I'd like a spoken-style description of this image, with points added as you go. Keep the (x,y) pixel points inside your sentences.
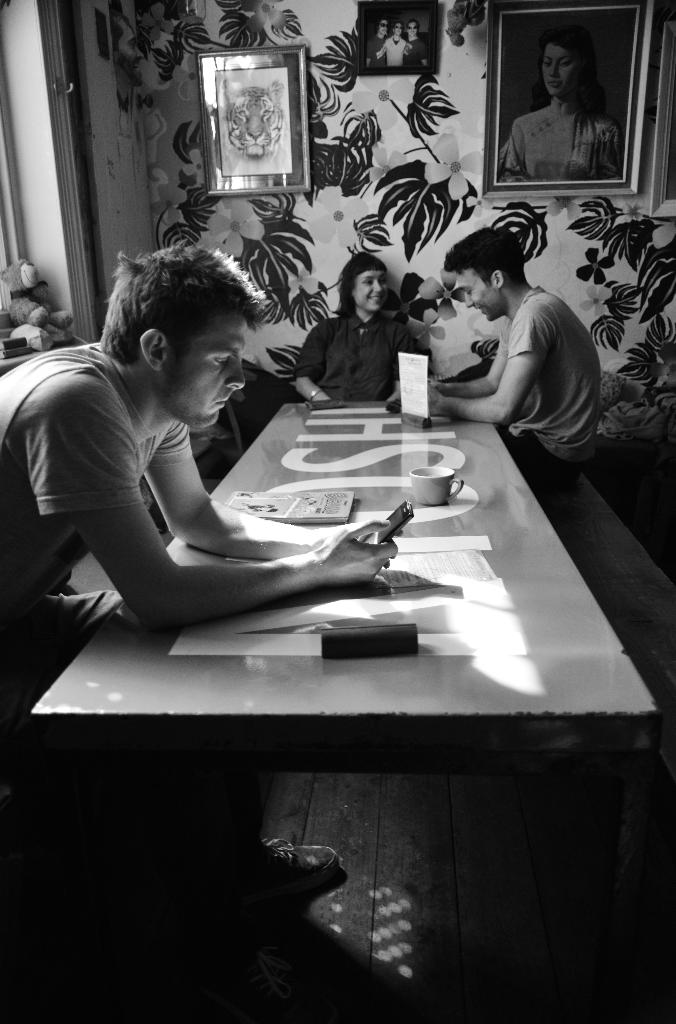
In this image there are group of people (84,368) sitting in chairs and on table (466,435) there is cup (428,471), book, mobile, pouch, card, and in the back ground (268,230) there are frames (498,169) attached to wall (460,169), teddy bear (19,292) in a window (12,236).
